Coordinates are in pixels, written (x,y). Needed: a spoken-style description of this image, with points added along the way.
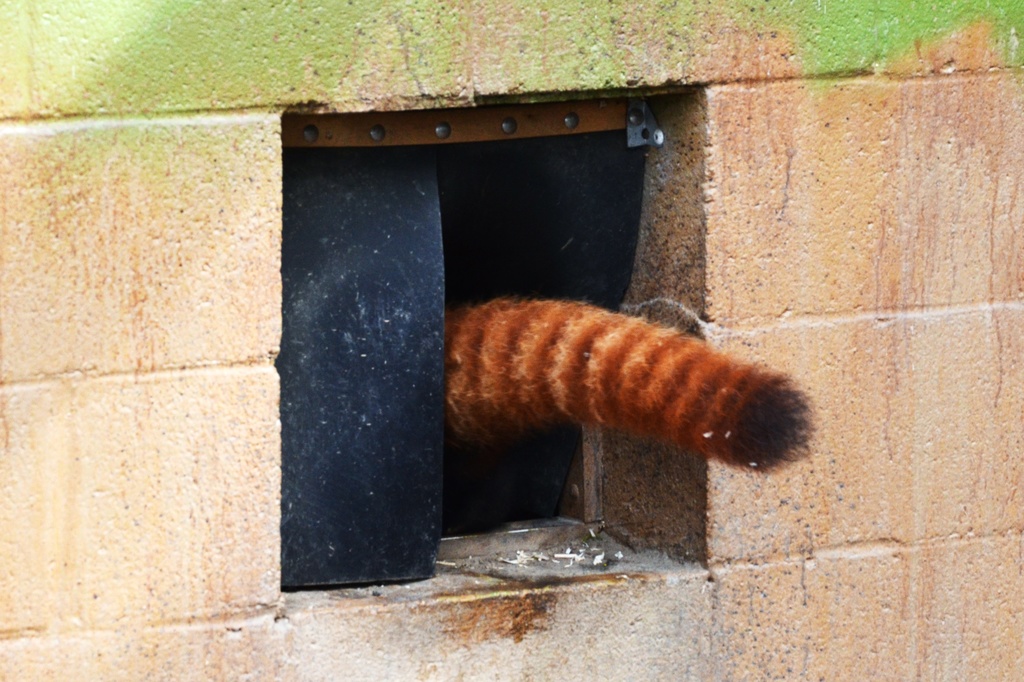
This picture shows a wall (26,293) and we see a small door (334,369) and we see a tail (600,322).
